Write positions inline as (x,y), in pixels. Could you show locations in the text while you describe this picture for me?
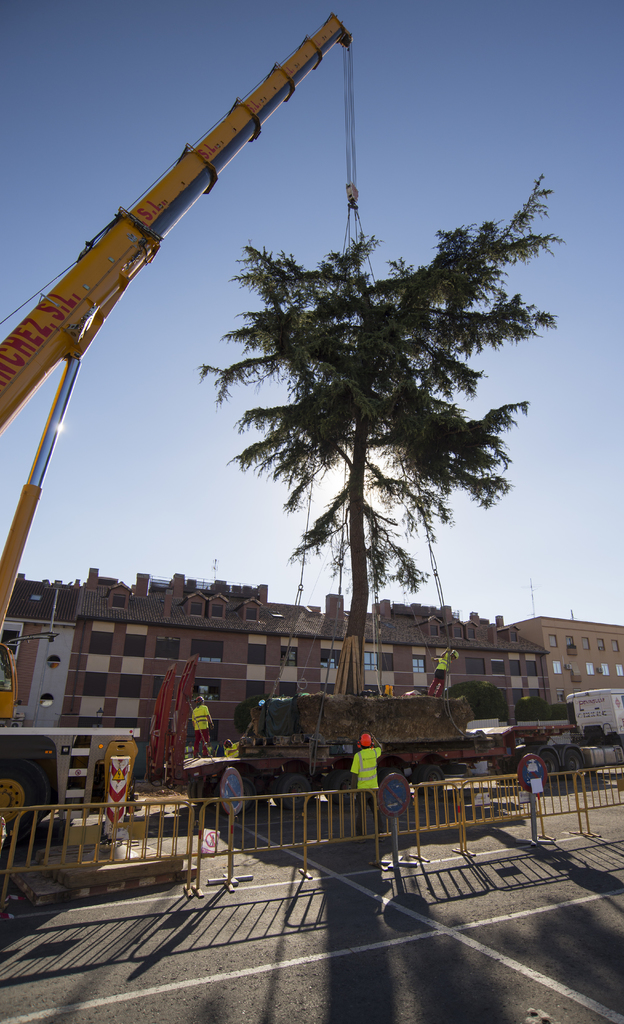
In this picture I can see the road (340,974) at the bottom (362,973), there is a crane (5,407) on the left side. I can see few persons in the middle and there is a tree (425,429), in the background (197,674) there are buildings (237,646). At the top (587,299) there is the sky (173,414).
